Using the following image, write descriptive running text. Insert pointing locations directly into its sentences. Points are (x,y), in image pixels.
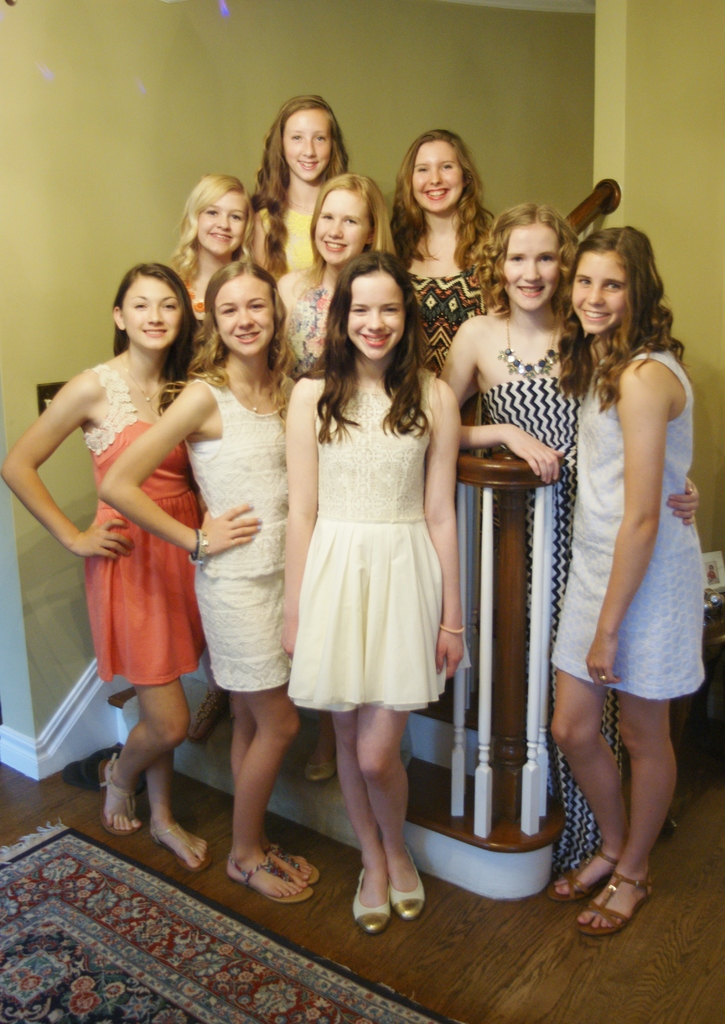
In this image there are a group of women (455,487) standing, there is a wooden floor (477,942) towards the bottom of the image (632,984), there is a mat (165,943) towards the bottom of the image (134,953), at the background of the image (682,129) there is a wall (371,97).
